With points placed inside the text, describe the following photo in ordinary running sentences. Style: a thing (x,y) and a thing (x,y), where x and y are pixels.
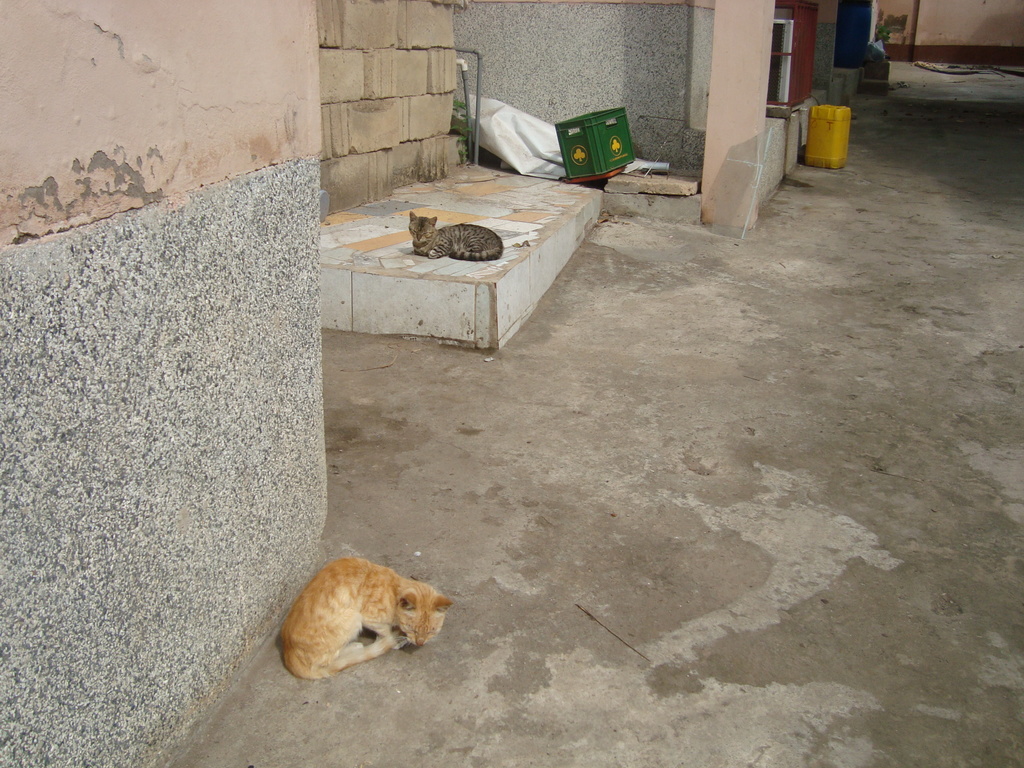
Here we can see a cat (374,610) is sitting on the ground (457,714) at the wall (244,497). In the background (421,191) we can see a cat (463,250) is sitting on a platform (450,303), pipes (479,106), box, banner (517,143), water can (821,163), pillar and other objects (839,46).
